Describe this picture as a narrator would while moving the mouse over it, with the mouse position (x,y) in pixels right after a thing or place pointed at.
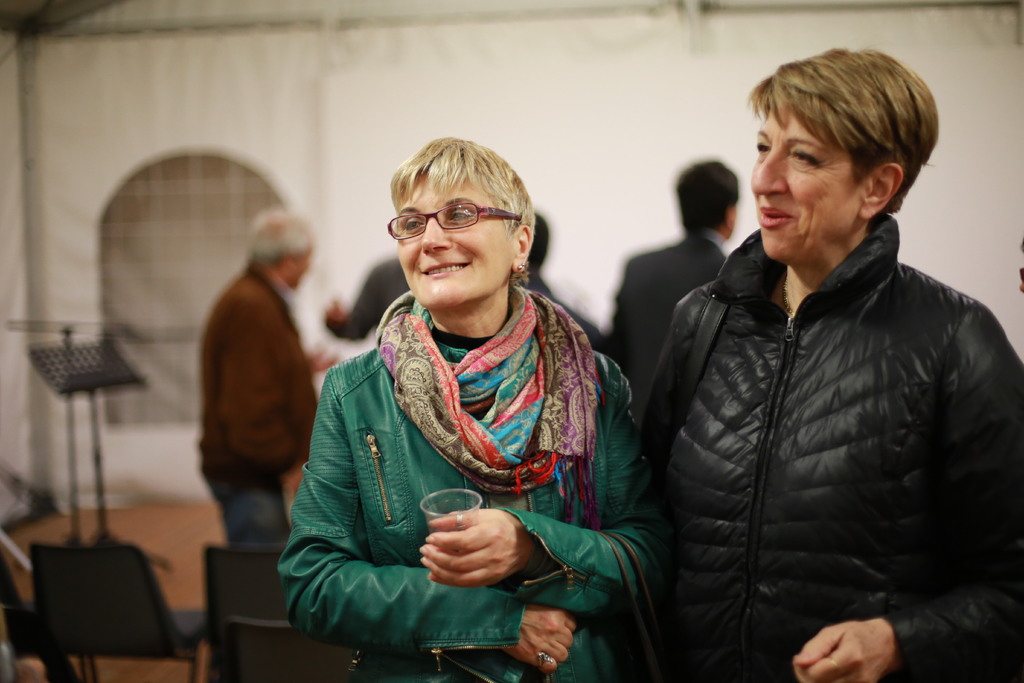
In this picture we can see a woman (472,239) wearing spectacles (455,219), scarf (488,394), green colour jacket (448,486) and she is holding a glass (440,505) in her hands (474,539) and smiling. Aside to this woman (464,398) we can see other women (903,389) standing and smiling and wearing a black jacket (834,445). Behind to them we can see persons (718,199) standing. This is a music stand (83,387). Here we can see chair (117,594).
